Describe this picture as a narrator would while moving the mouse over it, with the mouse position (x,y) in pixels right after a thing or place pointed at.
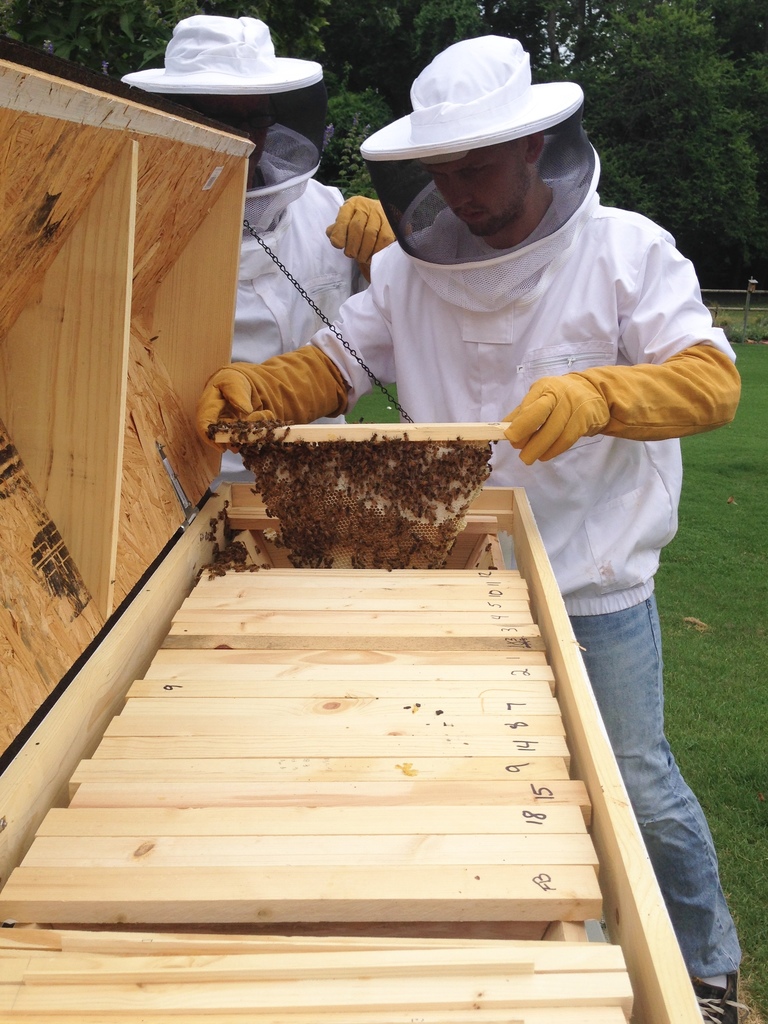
In this image we can see some persons (384,261), wooden objects (43,532) and other objects (348,524). In the background of the image (377,15) there are trees (741,3), fenced (766,290), sky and other objects (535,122).
